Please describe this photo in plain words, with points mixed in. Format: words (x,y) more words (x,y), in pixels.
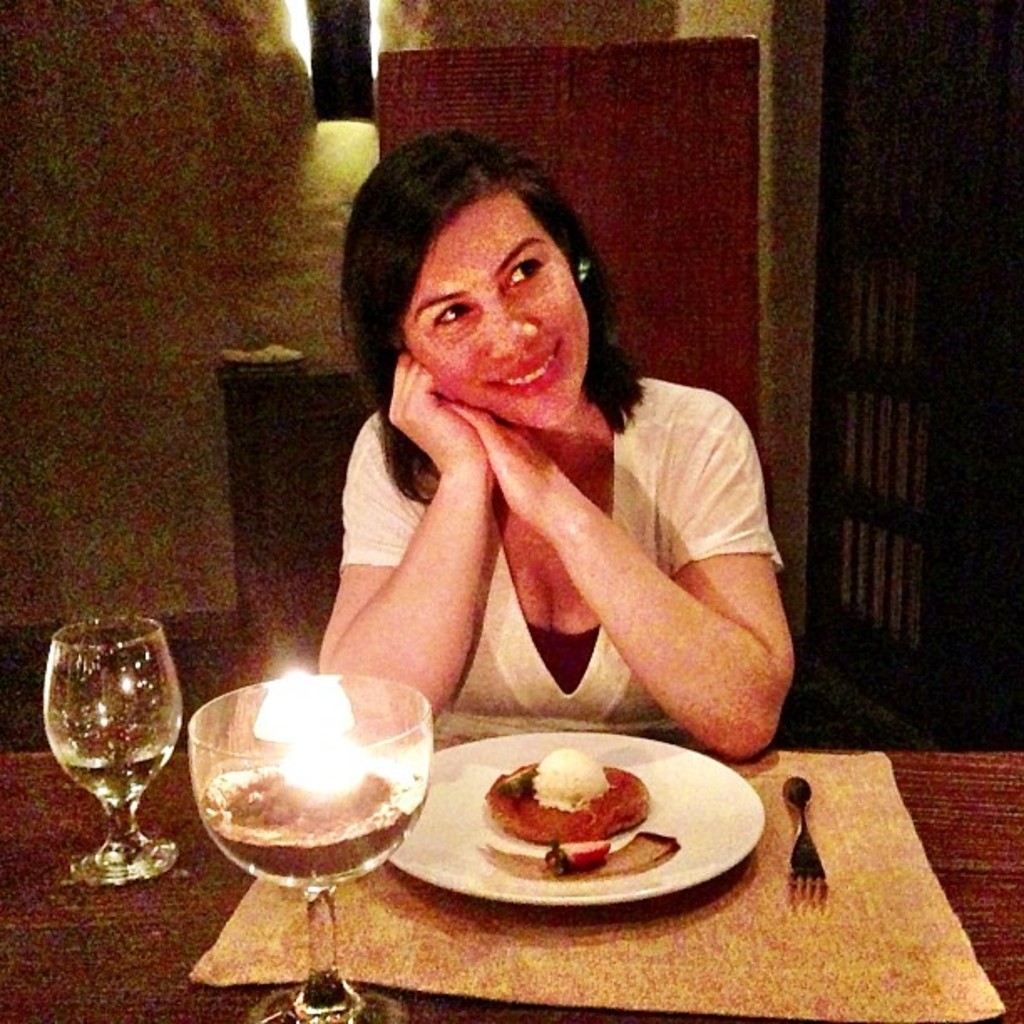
In this image i can see a woman (562,545) in white dress (656,507) is sitting on the chair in front of a table (36,994), On the table (65,821) i can see a fork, a plate (730,842) with food item (626,856) in it, a glass (168,702) and a candle (272,728). In the background (221,299) i can see the wall (199,239) and the lamp (347,105).
